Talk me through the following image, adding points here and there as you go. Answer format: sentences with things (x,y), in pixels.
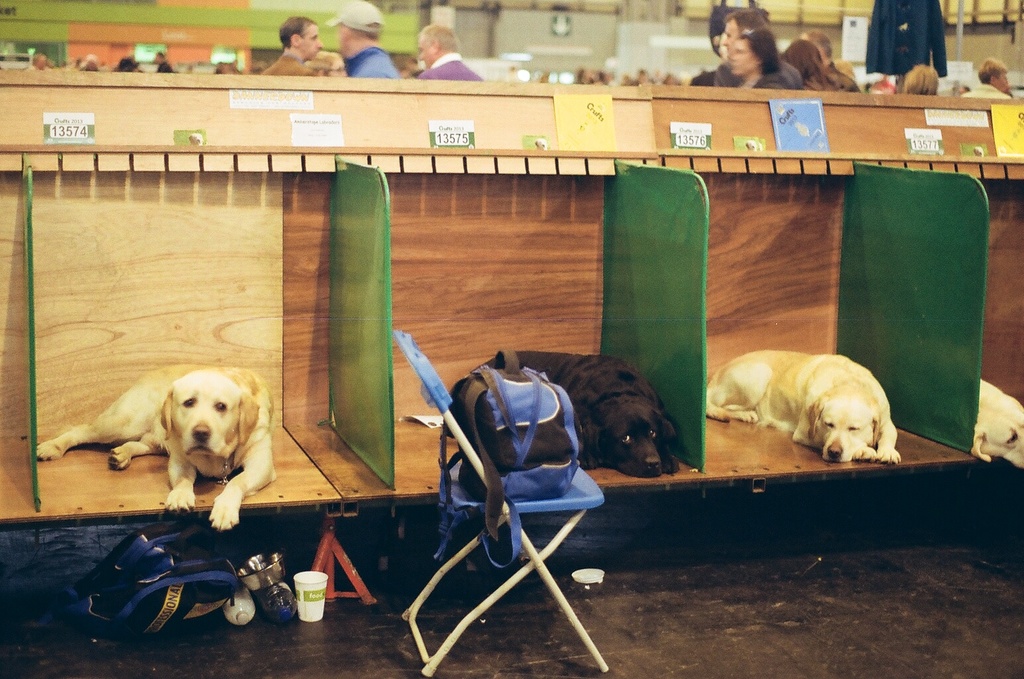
In this image i can see four dogs (865,400) lying in boxes (771,438) and few bags (532,431) and a chair (457,431). In the background (305,28) i can see few people (318,31), the wall (566,43) and few boards (322,132).
